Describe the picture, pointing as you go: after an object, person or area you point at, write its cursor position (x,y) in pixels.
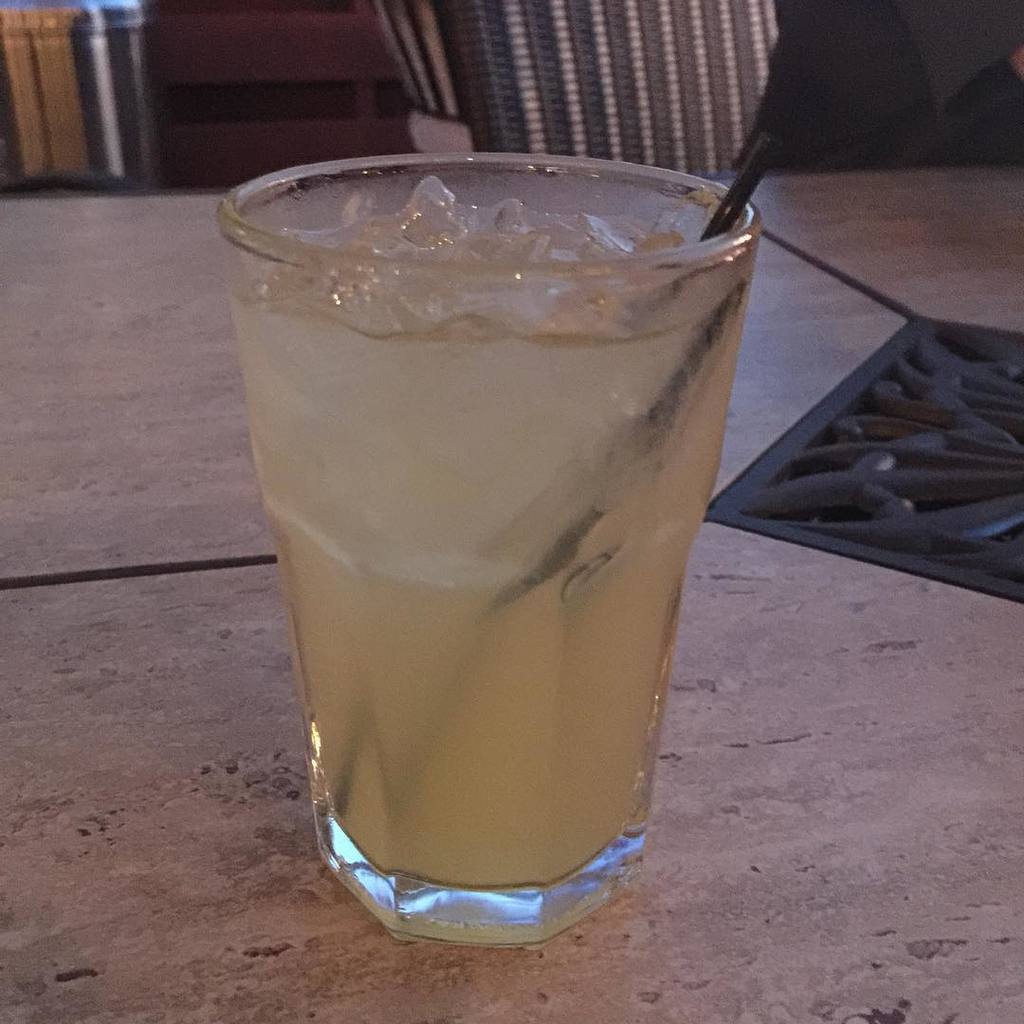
In this image there is a glass (510,507) in which there is juice (534,612) and there are some ice pieces (476,232) at the top (540,234). There is a black colour stick (726,202) inside the glass (565,287). In the background (546,63) there are chairs (540,75) on the right side (795,83). On the left side (108,135) top there is a metal box (50,51). The glass (526,531) is on the table (756,668).
